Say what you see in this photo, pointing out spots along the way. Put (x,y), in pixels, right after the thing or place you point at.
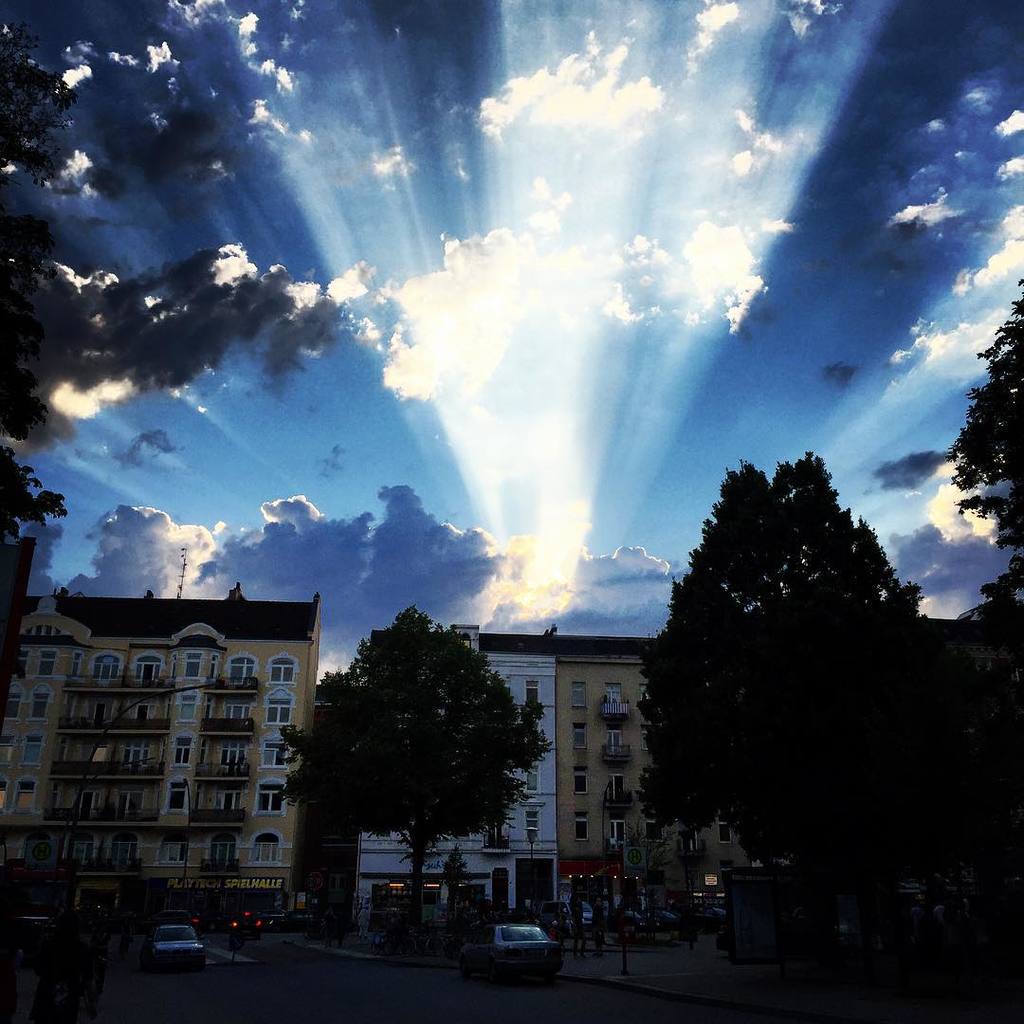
In the picture we can see some buildings (12,732) with windows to it and near to it, we can see a path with trees (860,694), some people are walking and on the road (265,1017) we can see some vehicles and in the background (74,254) we can see a sky (879,420) with clouds (144,575) and sunshine (515,392).
